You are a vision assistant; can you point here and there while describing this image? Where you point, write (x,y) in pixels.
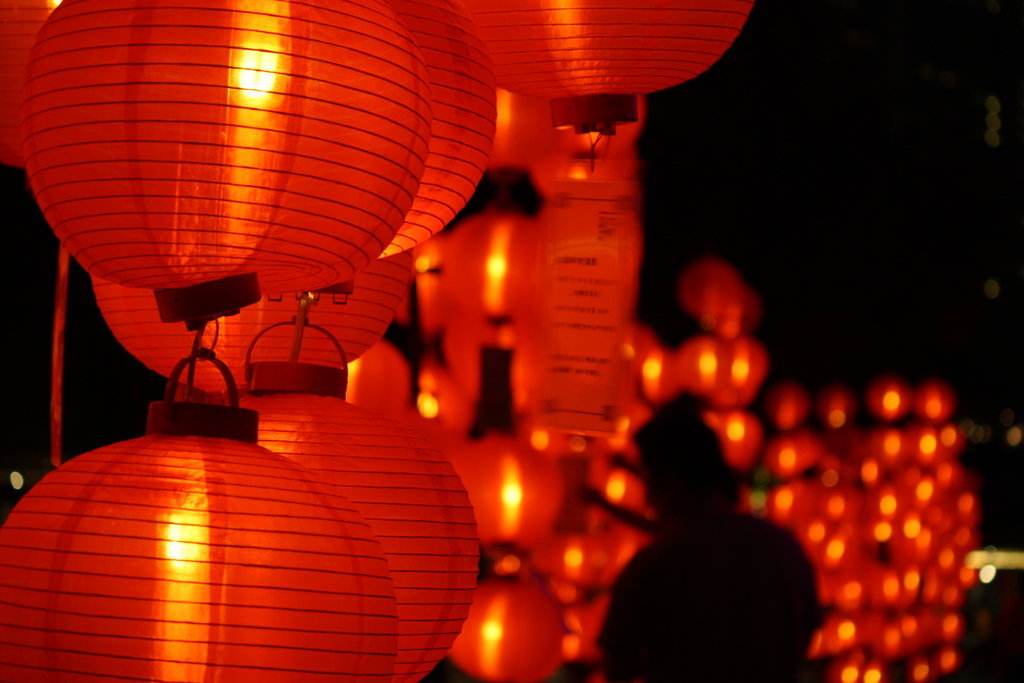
In the picture there are beautiful red lanterns (228,145) and there is a light (249,67) inside each lantern (258,56) and in the back, there is a person (737,592) standing beside the lights (694,358).
